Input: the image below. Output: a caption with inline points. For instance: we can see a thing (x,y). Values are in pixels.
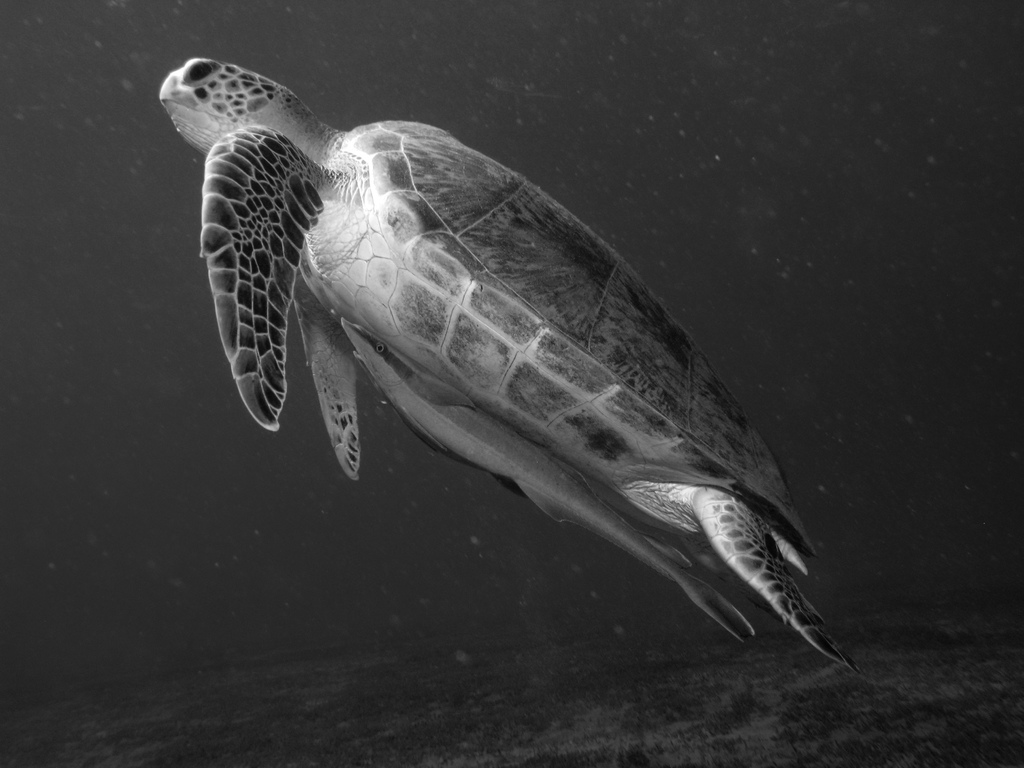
In this image I can see a turtle (674,470) in the water (837,189). This image is taken may be in the ocean (343,67) during night.
